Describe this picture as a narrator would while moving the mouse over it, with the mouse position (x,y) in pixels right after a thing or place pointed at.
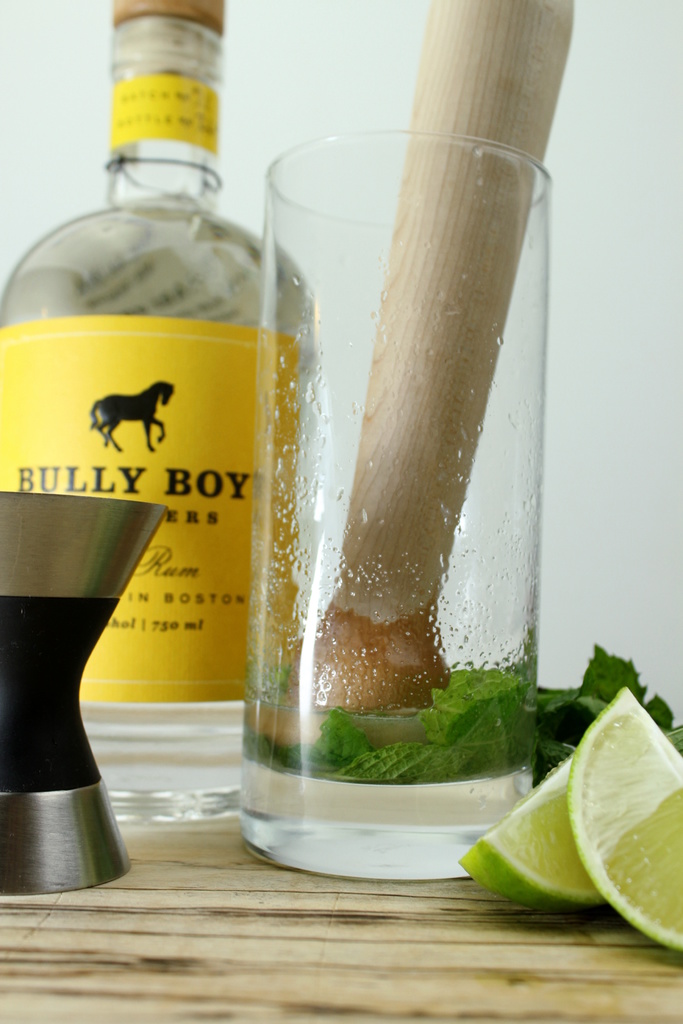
In this picture we can see a bottle (191,332), glass (343,523), lemon (584,802) and mint leaves (471,711).
